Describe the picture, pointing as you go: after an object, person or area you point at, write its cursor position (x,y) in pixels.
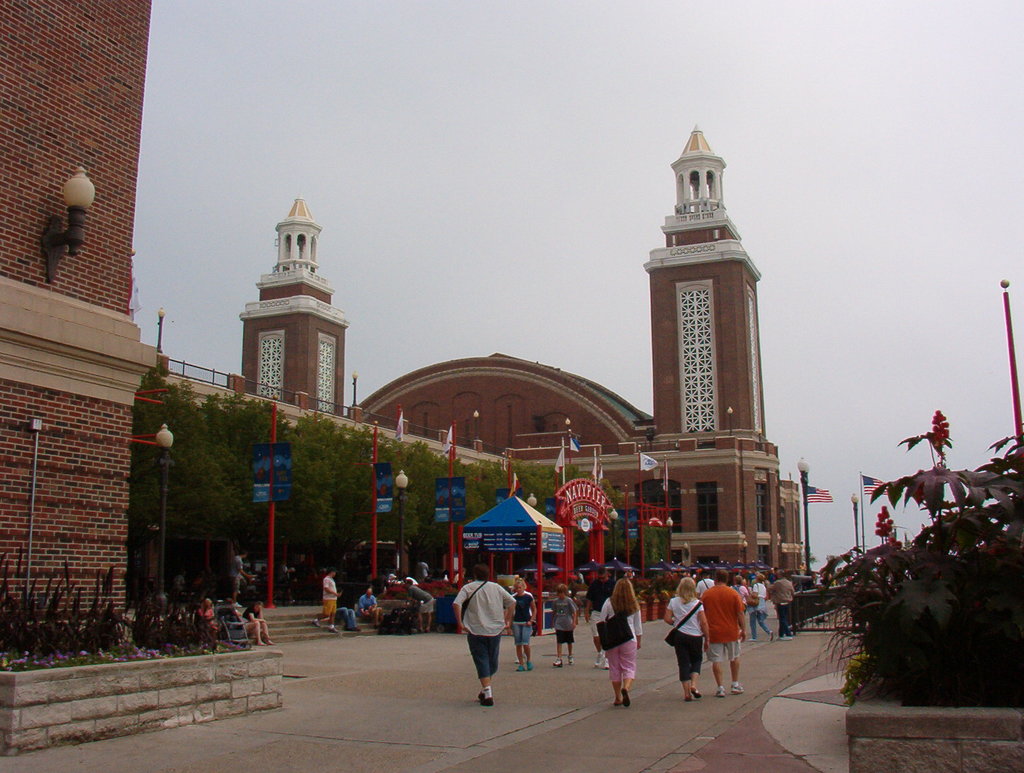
At the bottom of the image (427,620), we can see a group of people (491,666). Few are walking on the walkway (531,706). Here we can see few people (256,635) are sitting on the stairs (301,619). Here we can see plants (919,693), trees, poles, brick wall (36,569), stall (473,524), banners (617,516), lights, flags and railings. Background (946,352) there is the sky (517,225).
